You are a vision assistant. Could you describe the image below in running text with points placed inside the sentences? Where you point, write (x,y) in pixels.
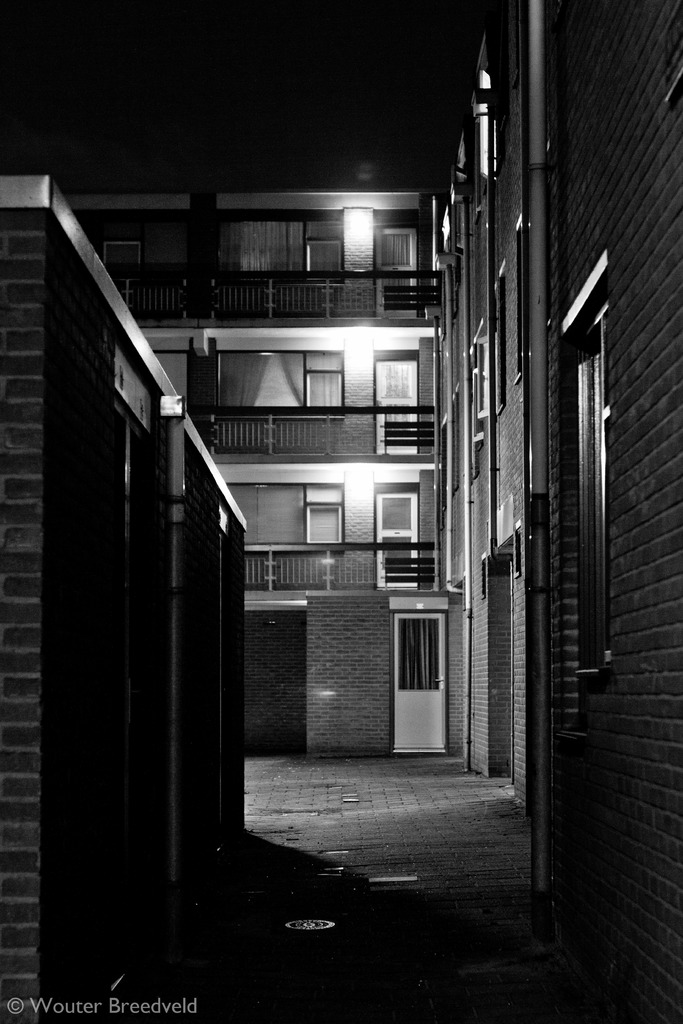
In this image there are buildings (419,537) with lights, windows (305,499), iron grills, there is sky (363,4) and a watermark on the image.
